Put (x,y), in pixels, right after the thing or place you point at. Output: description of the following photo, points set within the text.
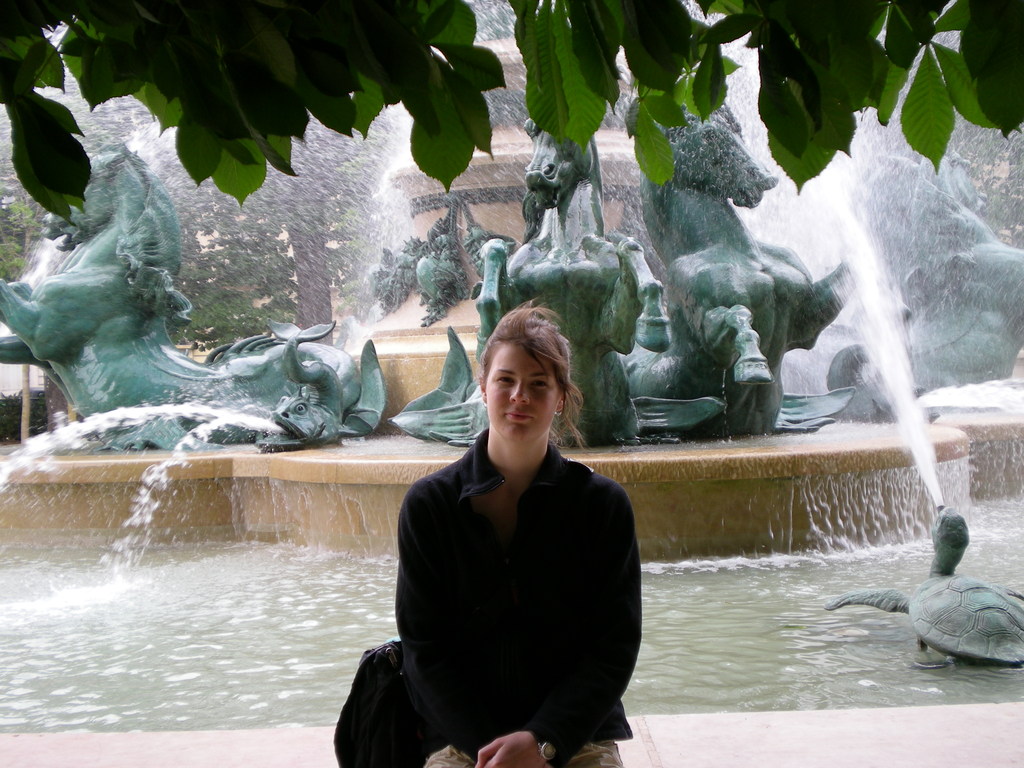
In this image we can see a fountain (711,320). We can see the sculptures (874,390) of horses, a fish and tortoise (948,630) in the image. There are many trees (490,49) in the image. A lady (543,714) is sitting near the fountain (775,273). There is a water (897,558) in the image.
